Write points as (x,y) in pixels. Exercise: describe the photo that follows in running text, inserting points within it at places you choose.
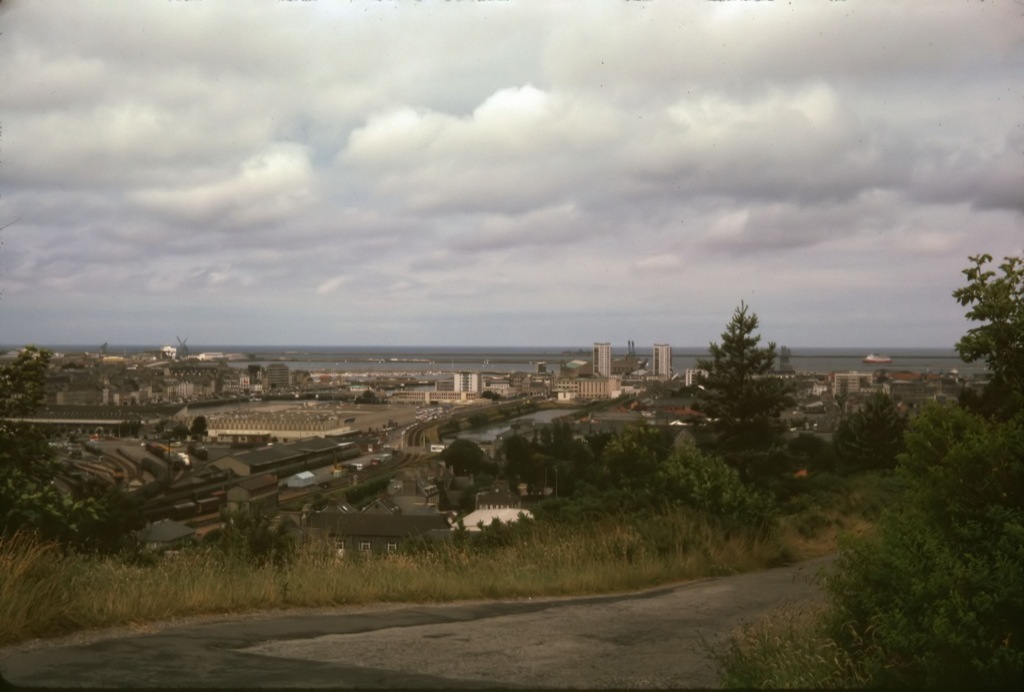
In this image I can see the road (444,645). I can see few buildings (793,404). There are few trees (991,428). At the top (520,28) I can see clouds (348,173) in the sky (288,211).
